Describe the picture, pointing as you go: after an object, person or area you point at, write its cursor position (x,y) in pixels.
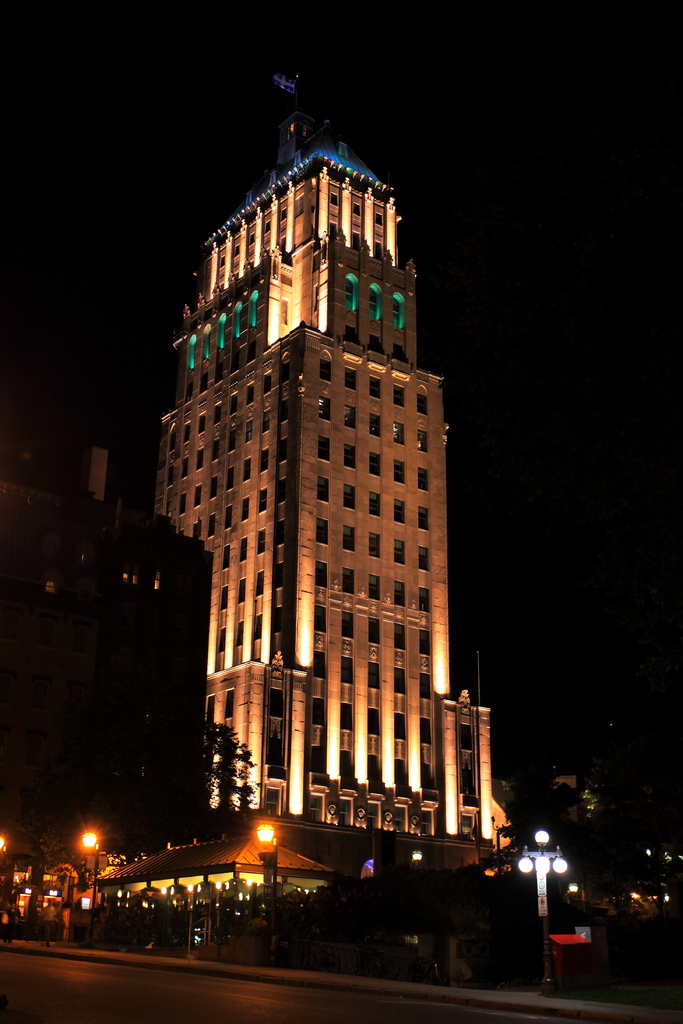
This picture is taken from the outside of the building (410,792). In this image, in the middle (334,642), we can see a building (324,594), window (400,595). In the middle of the image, we can also see a house (258,913), lights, trees (519,925), plants (245,926). On the left side (86,604), we can also see black color. In the background (647,228), we can also see black color.
